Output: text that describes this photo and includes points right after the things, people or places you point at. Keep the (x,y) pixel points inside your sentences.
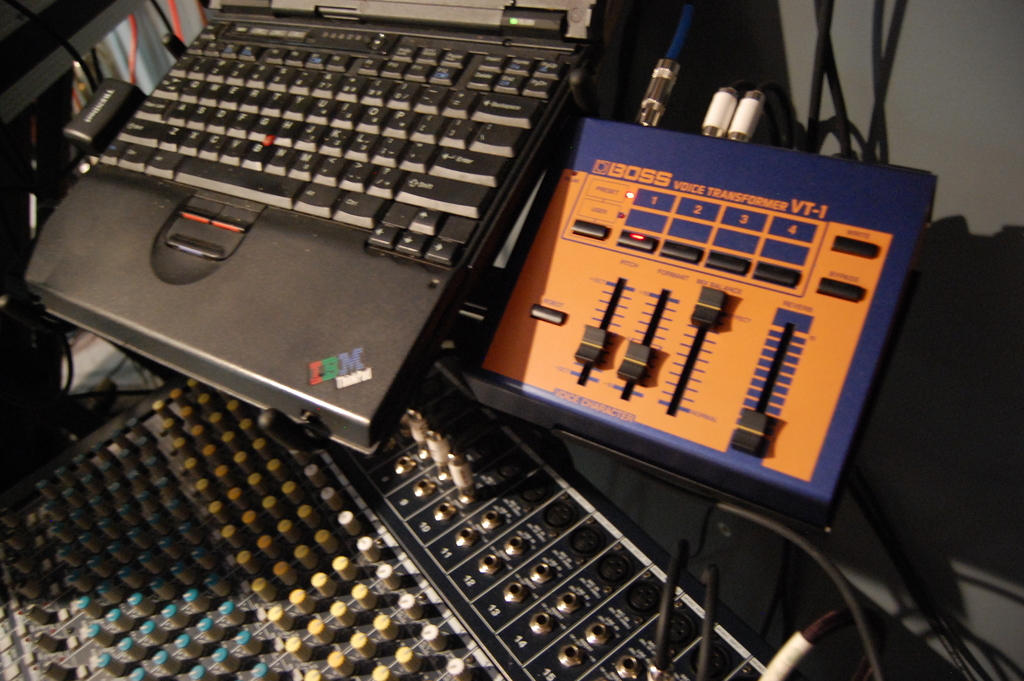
In the picture I can see a laptop (367,220), wires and other electronic machines (443,518). The laptop (344,427) is black in color and there is a logo (345,374) on it.
